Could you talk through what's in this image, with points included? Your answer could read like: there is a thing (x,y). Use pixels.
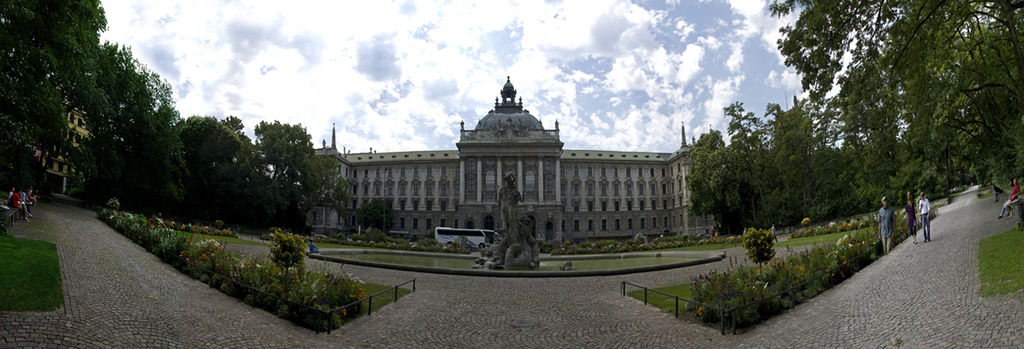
In the picture we can see a palace (581,222) with some pillars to it and besides to the palace (421,230) on the either sides we can see trees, plants (762,304) and middle of the path (908,283) near the palace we can see a fountain (681,262) with some sculpture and in the background (233,116) we can see a sky (650,109) with clouds (649,51).
